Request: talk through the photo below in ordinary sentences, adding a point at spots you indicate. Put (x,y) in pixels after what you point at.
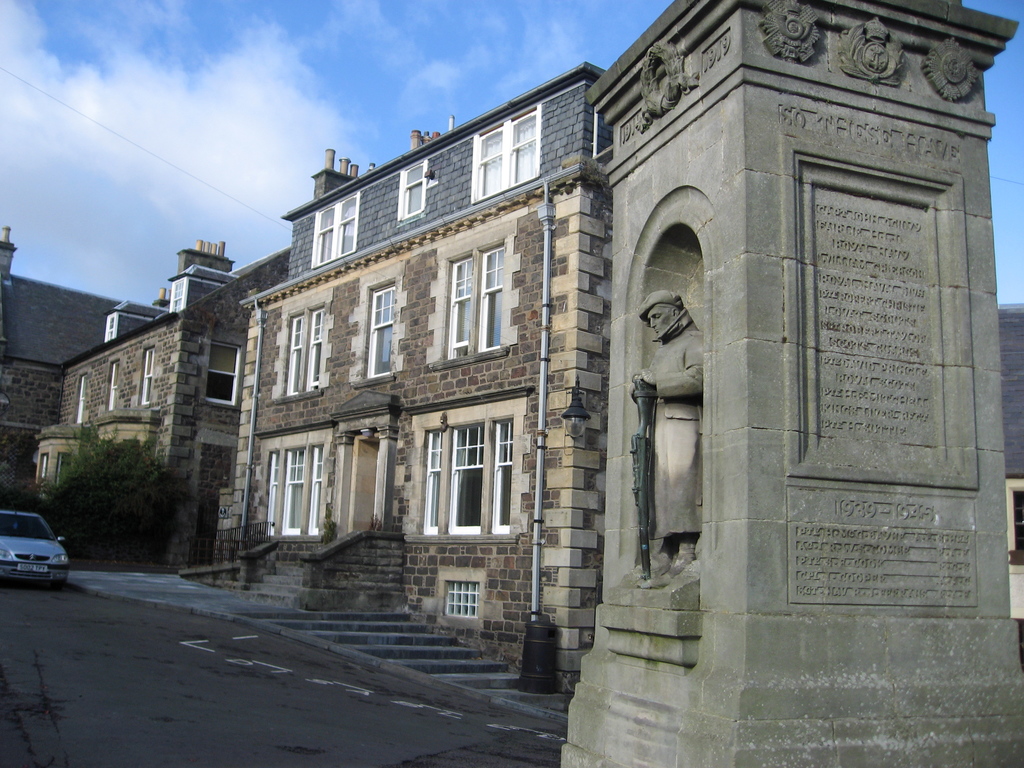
In this image we can see the stone pillar (727,392) with the statue (665,472). In the background (350,261), we can see stone buildings (428,418), a car (15,533) on the road (151,644), trees (141,516) and sky (173,178) with clouds (32,155) in the background (317,142).
